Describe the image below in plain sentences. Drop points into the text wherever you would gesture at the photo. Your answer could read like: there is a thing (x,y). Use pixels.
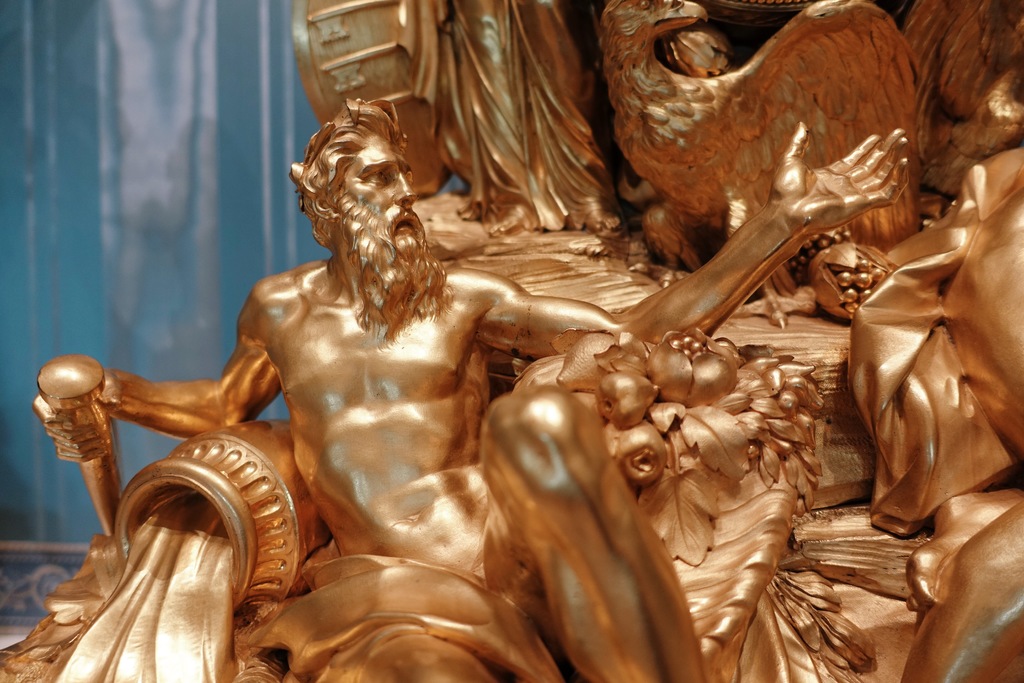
In this image we can see some sculptures (572,296), and the background (177,173) is blue in color.
